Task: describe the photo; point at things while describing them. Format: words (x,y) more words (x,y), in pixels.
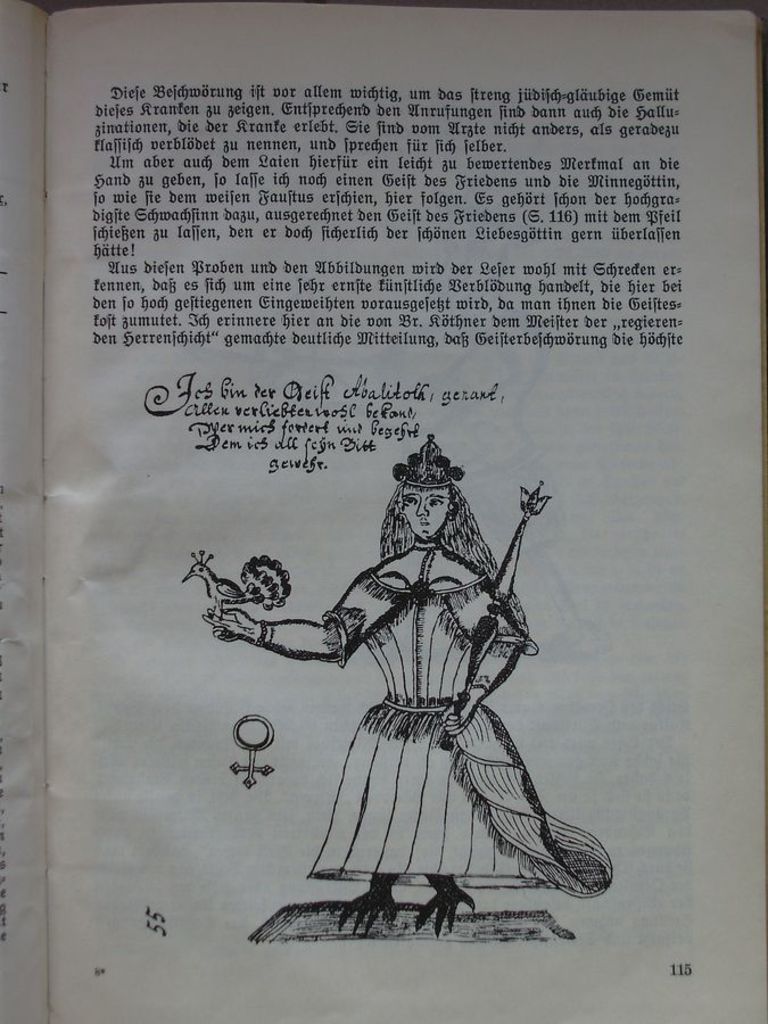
In the image there is a print (429,589) of a woman (395,764) holding a bird (231,598) with text (276,271) above it on a paper (741,400).
